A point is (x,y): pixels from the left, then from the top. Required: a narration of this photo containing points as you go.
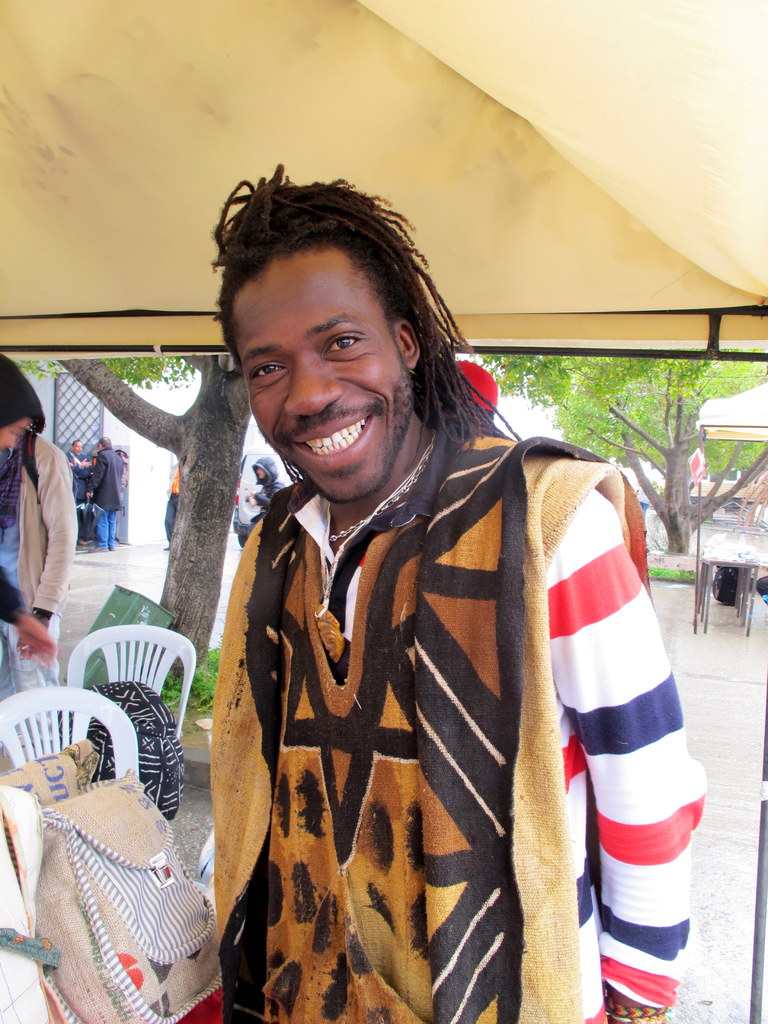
In this picture I can see there is a man (498,645) standing and he is smiling, he is wearing a coat (340,722) and there are chairs (120,663) behind him, there are few bags (84,751) placed on the chairs (39,710) and there is a tree (184,435) in the backdrop (211,479), there are a few more people (97,472) standing and there is another tree (560,406) at the right side (685,479).
